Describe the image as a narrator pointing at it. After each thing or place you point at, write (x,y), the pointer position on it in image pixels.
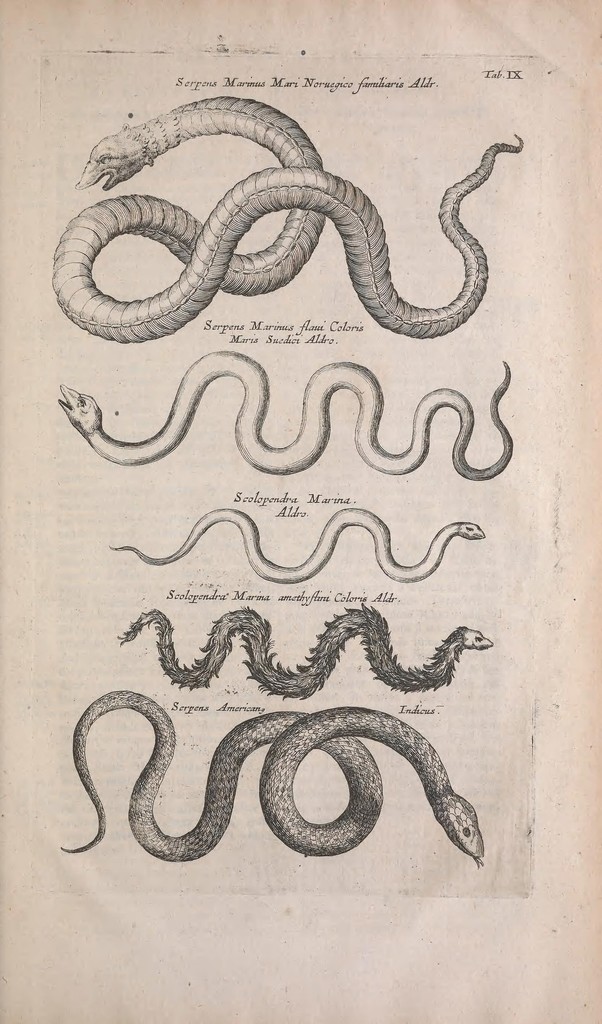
In the image we can see a paper (46,829), on the paper (40,603) there is drawing (415,430).
